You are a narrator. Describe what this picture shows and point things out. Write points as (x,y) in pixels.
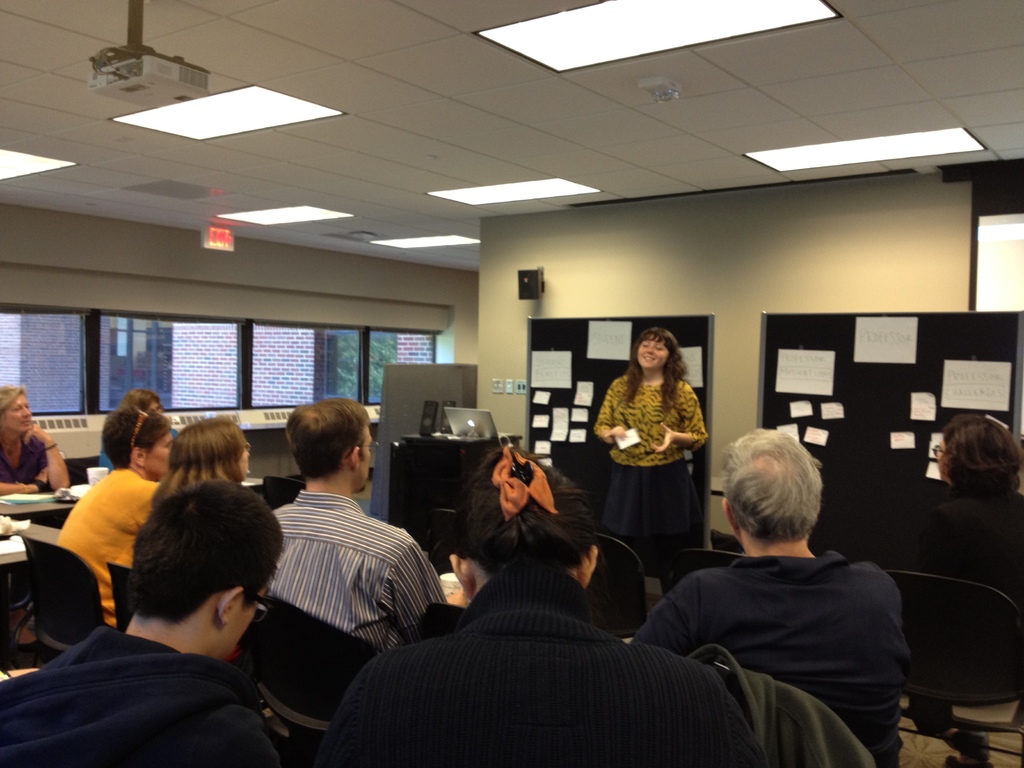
In this image there is a woman (614,420) standing, holding a piece of paper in her hand (627,433) is delivering a lecture, in front of the woman (632,417) there are a few people (352,567) seated in chairs (286,629) and listening to her, behind the woman (660,409) there are a few notices (786,361) attached on the notice board (619,369), the notice board (605,377) is on the wall (661,303), beside the notice board (544,434) there are a laptop (472,421) and speakers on top of a table (433,448), beside the table (411,444) there is a glass window (204,378), from the window (144,386) we can see the other block (225,369) of the building (255,373), at the top of the image (179,89) there is a projector (144,75).
